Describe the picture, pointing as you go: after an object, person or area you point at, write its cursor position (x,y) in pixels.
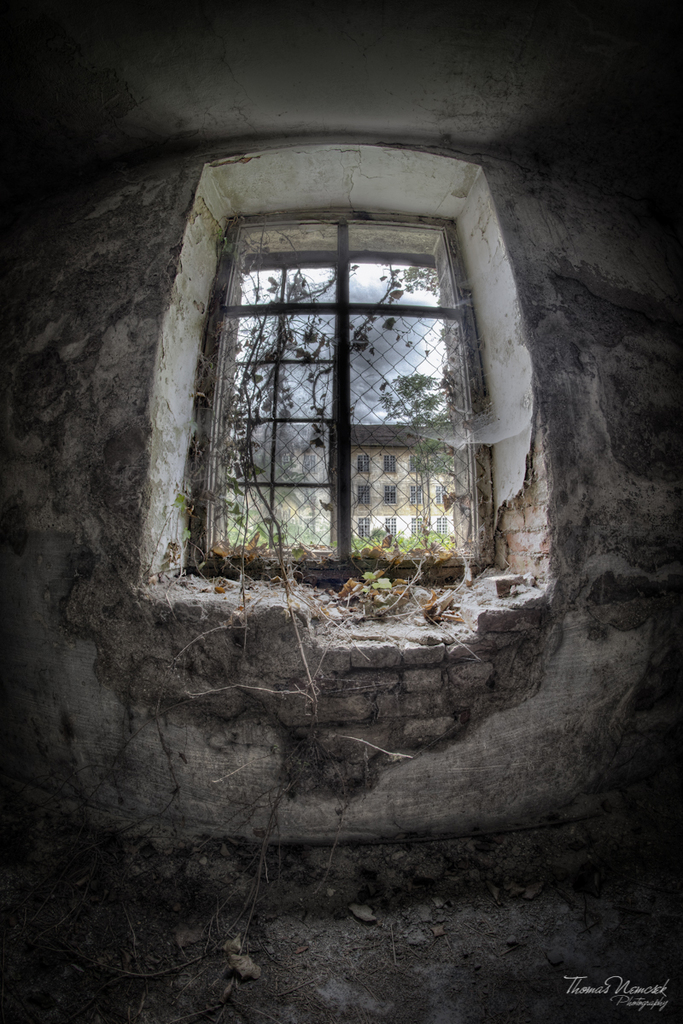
In the image I can see a wall (125,542), a window (362,538), a building (393,476), the sky (323,337) and trees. On the bottom right (592,993) corner of the image I can see a watermark (605,984).
